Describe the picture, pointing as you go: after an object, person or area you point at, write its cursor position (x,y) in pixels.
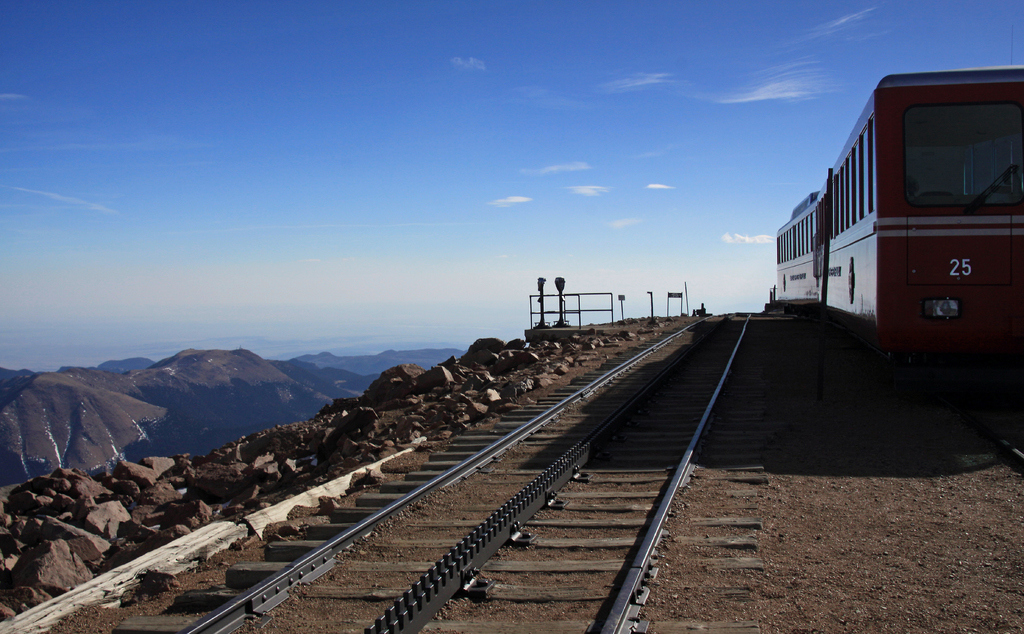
In this image we can see a train (792,256) on the railway tracks (505,530). On the left (127,561), we can see the stones (370,430) and the hills (312,391). At the top (276,210) we can see the clouds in the sky (409,132).
